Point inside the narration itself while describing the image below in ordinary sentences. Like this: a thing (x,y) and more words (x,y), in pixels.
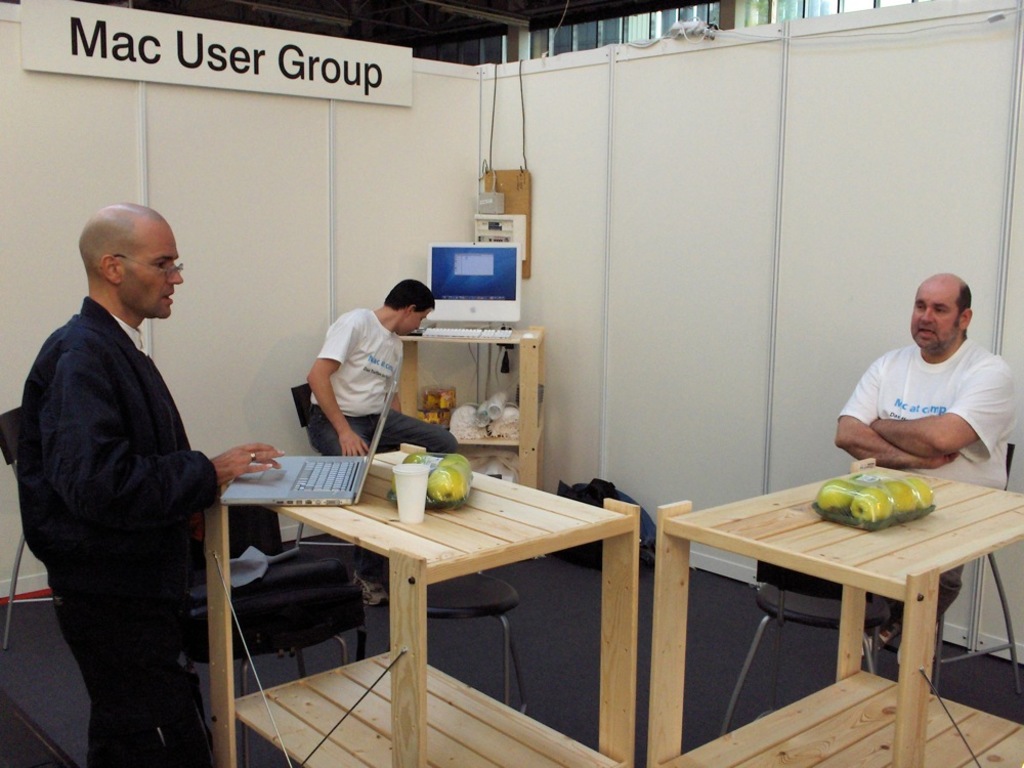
In this image I can see three man (122,272) where two are sitting on chairs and one is standing. I can see he is wearing a specs (168,265). On these tables (341,517) I can see fruits (876,490), a laptop (295,503) and a glass (410,478). In the background (499,253) I can see a monitor (498,297) and a keyboard (443,329).
